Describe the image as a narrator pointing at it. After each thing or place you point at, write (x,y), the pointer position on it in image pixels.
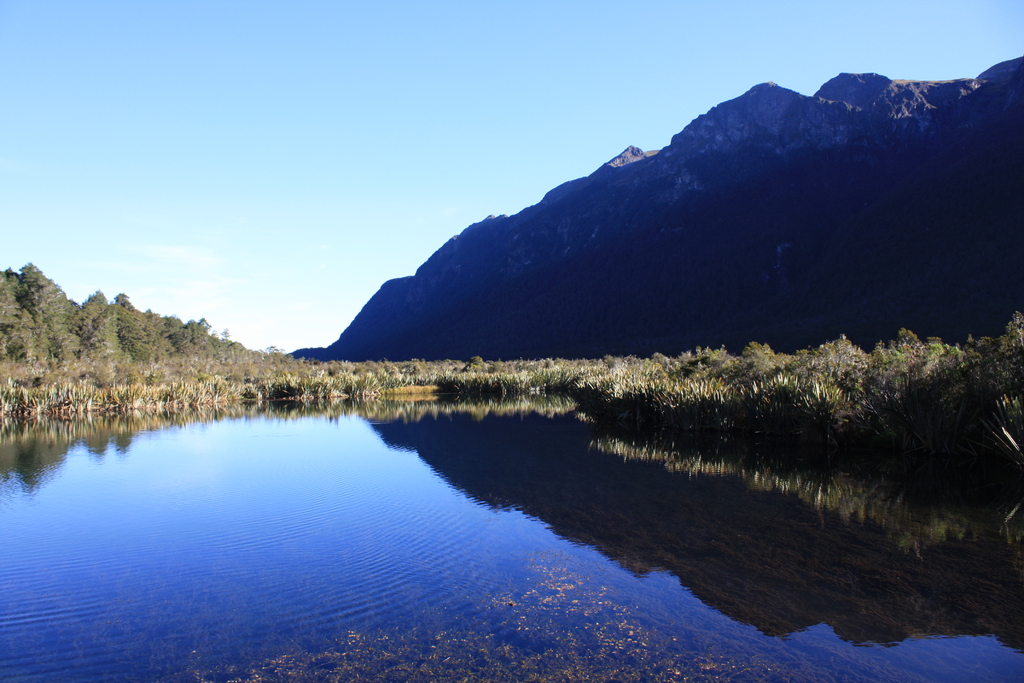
In this image we can see trees (182,352), grass (45,388) and other objects (954,387). In the background of the image (656,291) there are mountains (770,281). At the top of the image (436,125) there is the sky (320,114). At the bottom of the image (564,498) there is water (61,496) and other objects (468,675). On the water (419,549) we can see reflections (517,408).
